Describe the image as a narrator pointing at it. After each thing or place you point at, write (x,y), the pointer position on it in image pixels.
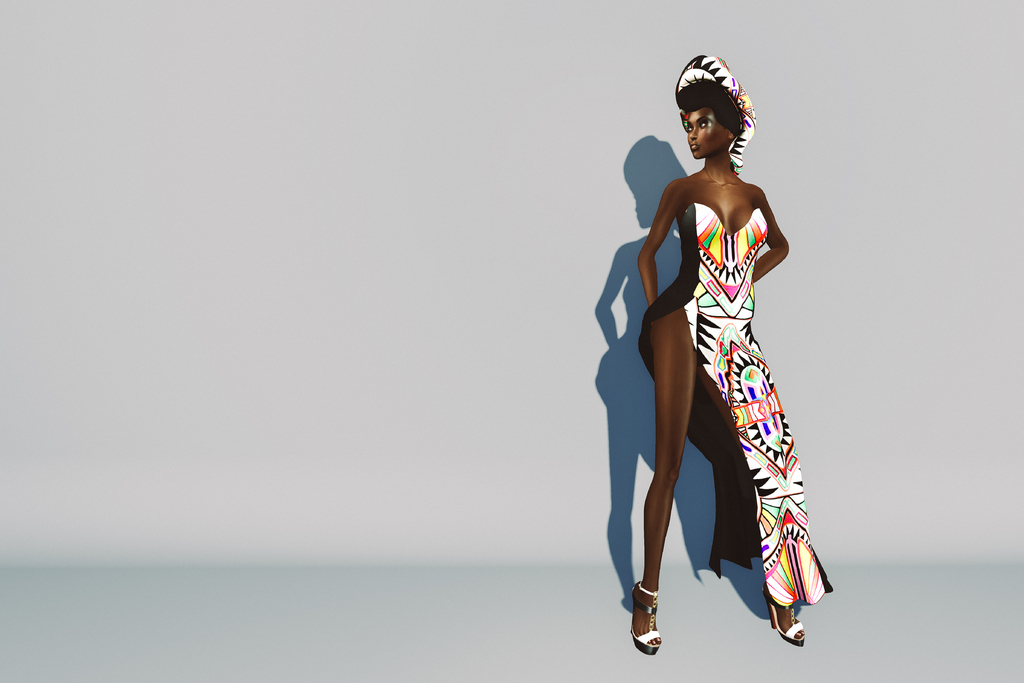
Here we can see a graphical image, in this picture we can see a cartoon of a woman (692,252) and her shadow (624,358), there is a plain background (334,293).
